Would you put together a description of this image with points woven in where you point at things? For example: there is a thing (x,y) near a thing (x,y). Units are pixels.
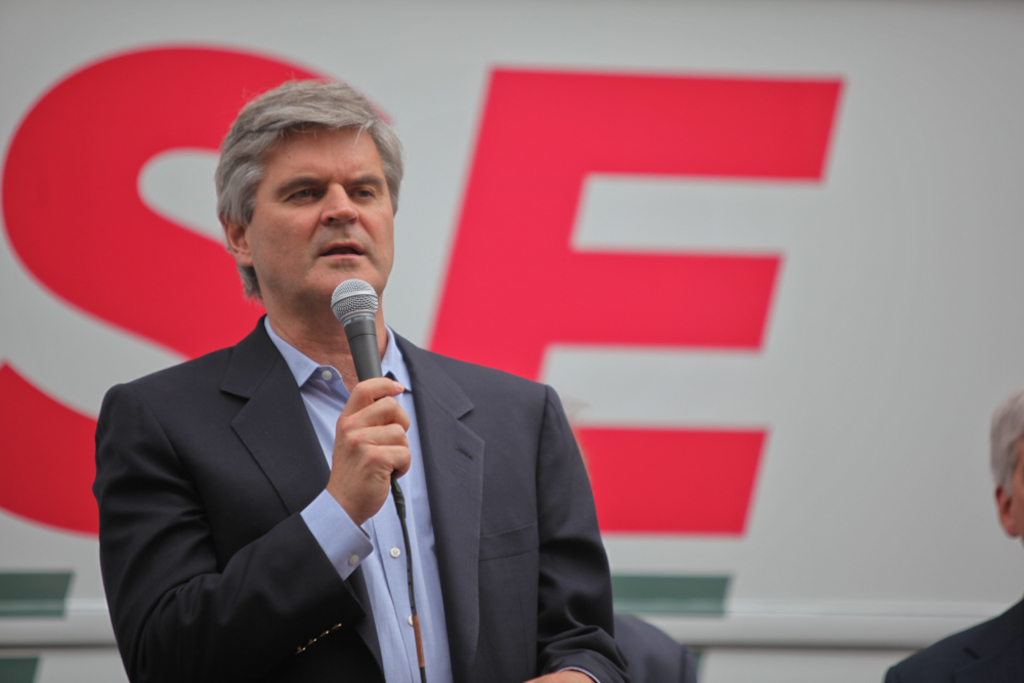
In this image I see a man (287,359) who is holding the mic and I can also see there is another man (1002,478) over here, I also see that this man (137,681) is wearing a suit (531,512).
